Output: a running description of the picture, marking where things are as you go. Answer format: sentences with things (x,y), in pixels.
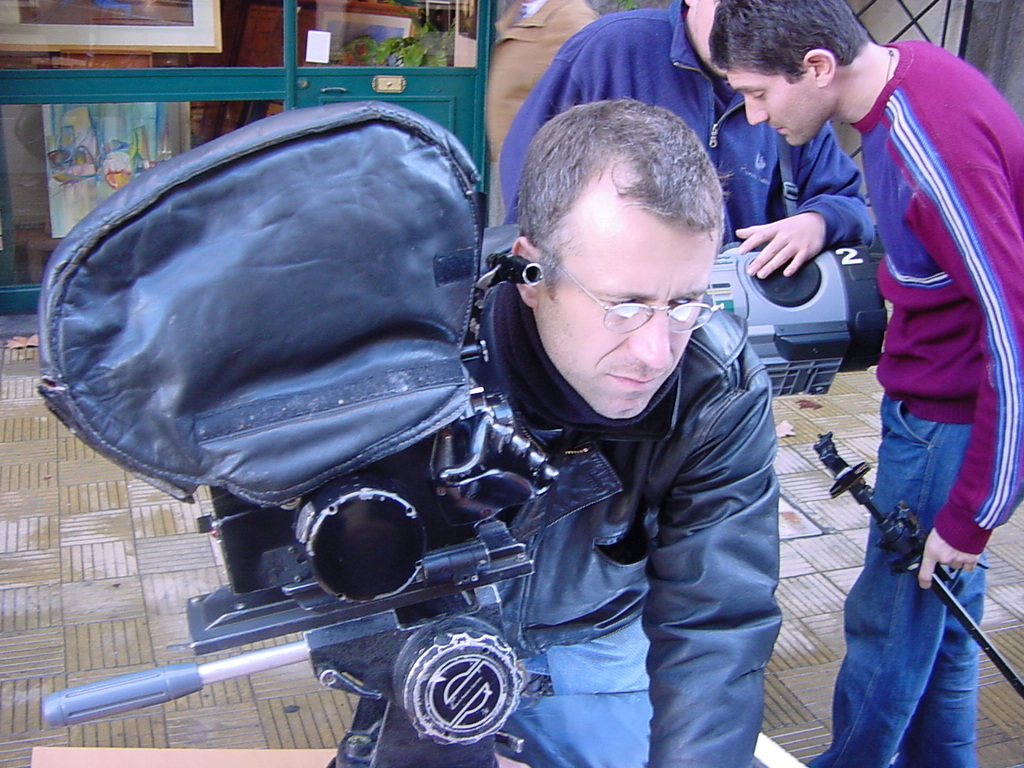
In this picture we can see some people (952,197) standing on the floor (16,642), cameras (418,467) and in the background (68,21) we can see a poster (308,45), frame (166,36).
